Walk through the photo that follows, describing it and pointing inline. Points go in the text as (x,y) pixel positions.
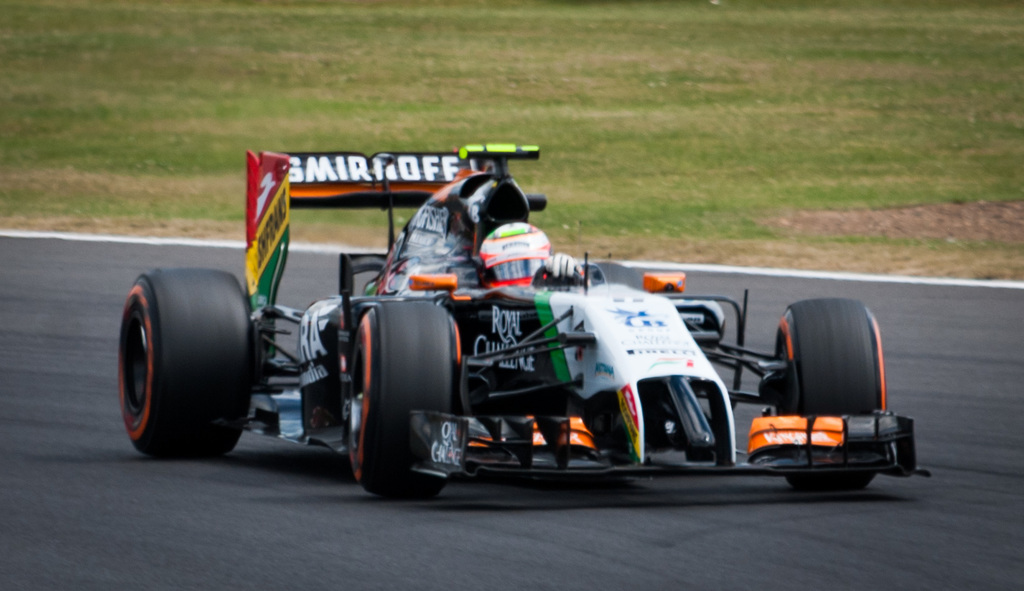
In this picture we can see a person (529,265) driving a car (561,327), the person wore a helmet (527,280), we can see grass (701,132) in the background (719,120).
